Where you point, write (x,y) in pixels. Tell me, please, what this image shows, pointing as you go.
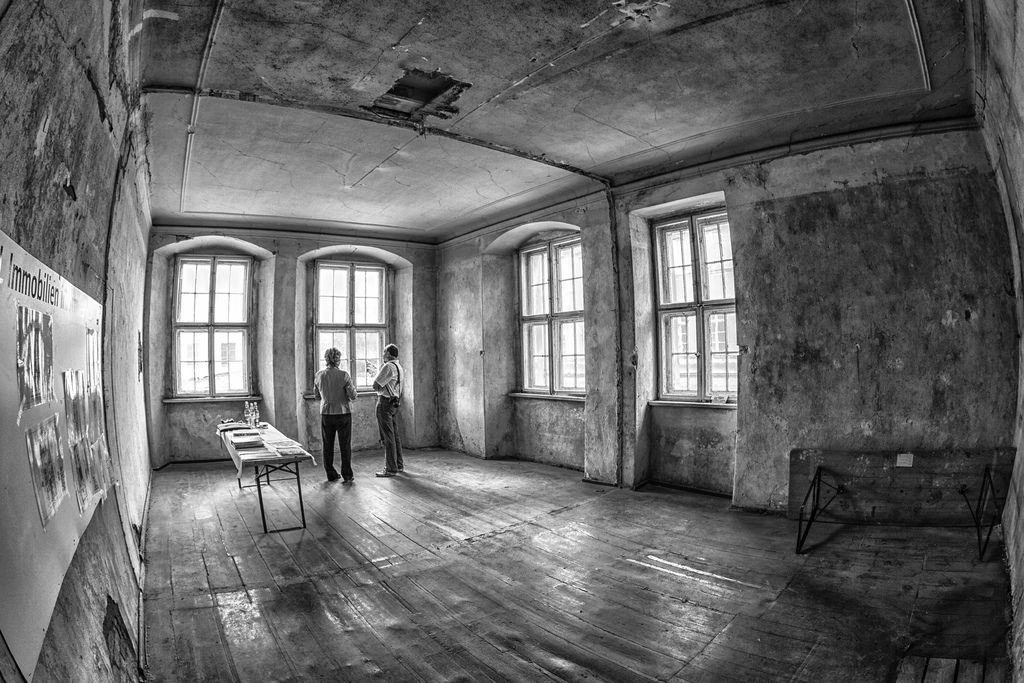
In the picture we can see a house hall (391,631) in it, we can see two people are standing and talking and besides them, we can see a table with a tablecloth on it and some papers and things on it and in the background (239,374) we can see a wall (422,376) with some windows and some board (75,377) with some photos (87,474) to it.
